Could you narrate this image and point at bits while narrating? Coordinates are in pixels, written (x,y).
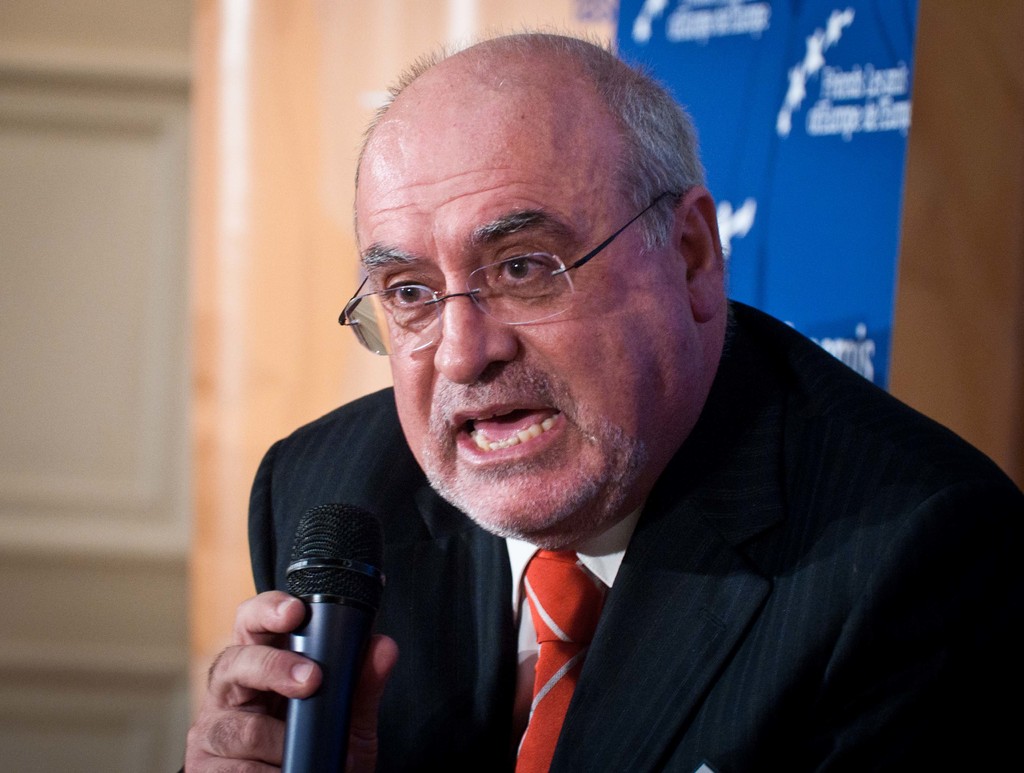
In this picture we can see man (406,512) wore blazer (377,440), spectacle (392,311) holding mic (323,599) in his hand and talking and in background (287,109) we can see wall (924,194), banner (841,134).
